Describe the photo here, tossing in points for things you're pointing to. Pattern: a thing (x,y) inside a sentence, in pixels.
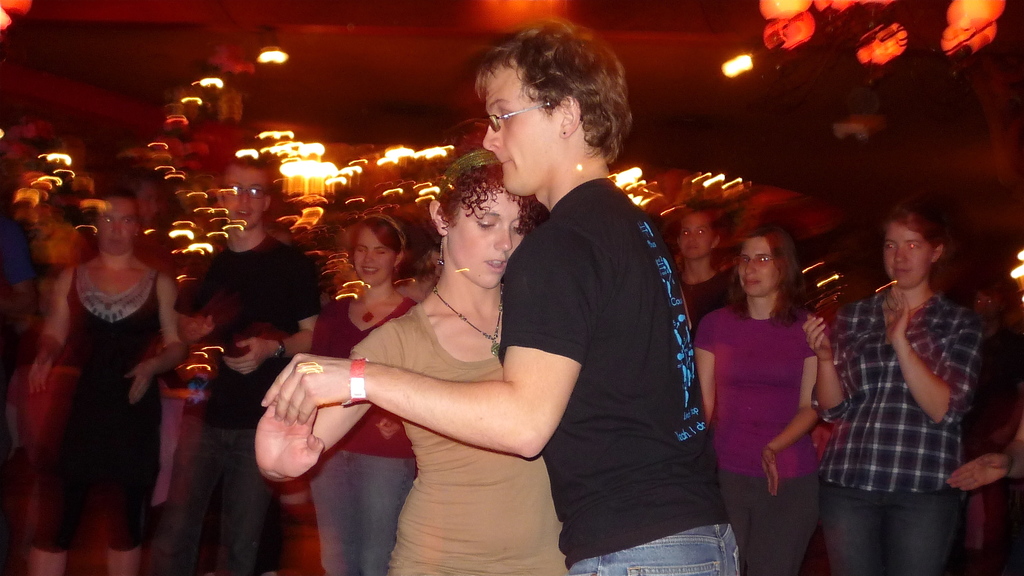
In this image we can see people (390,317). At the top of the image (312,84) there is ceiling (315,133) with lights (214,85).
